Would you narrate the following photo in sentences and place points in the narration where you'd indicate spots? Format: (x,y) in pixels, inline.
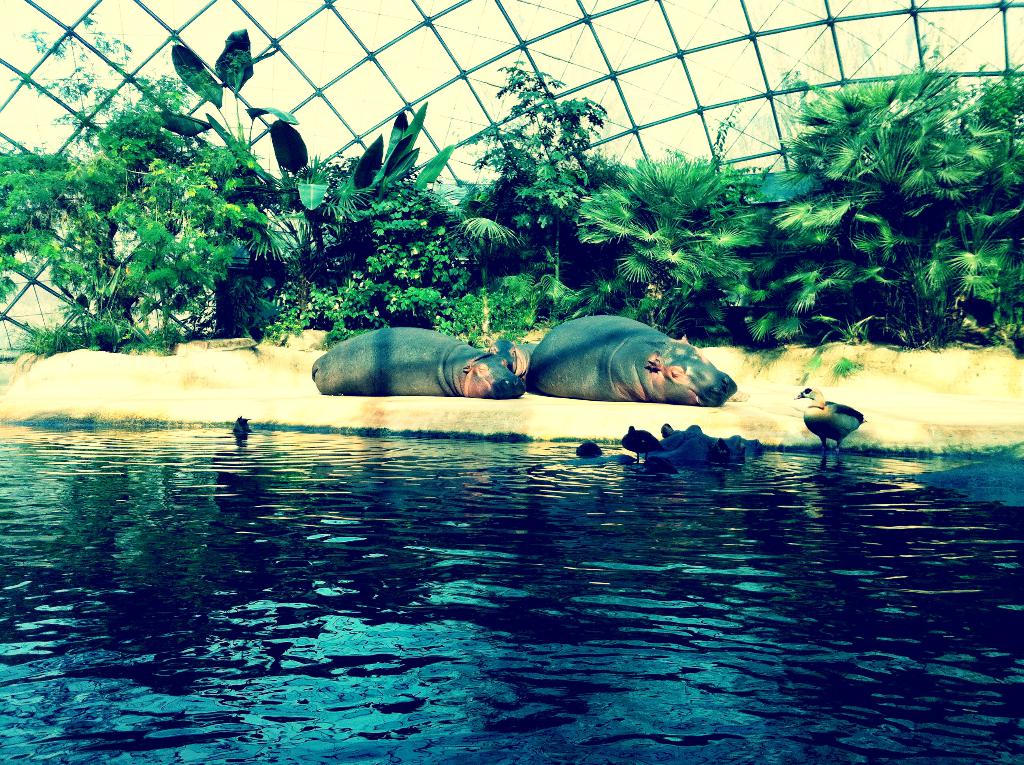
In the foreground of the picture (909,477) I can see the birds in the water (468,459). I can see hippopotamus animals (586,316). In the background (639,315), I can see the metal frame (458,56) and trees (680,279).
